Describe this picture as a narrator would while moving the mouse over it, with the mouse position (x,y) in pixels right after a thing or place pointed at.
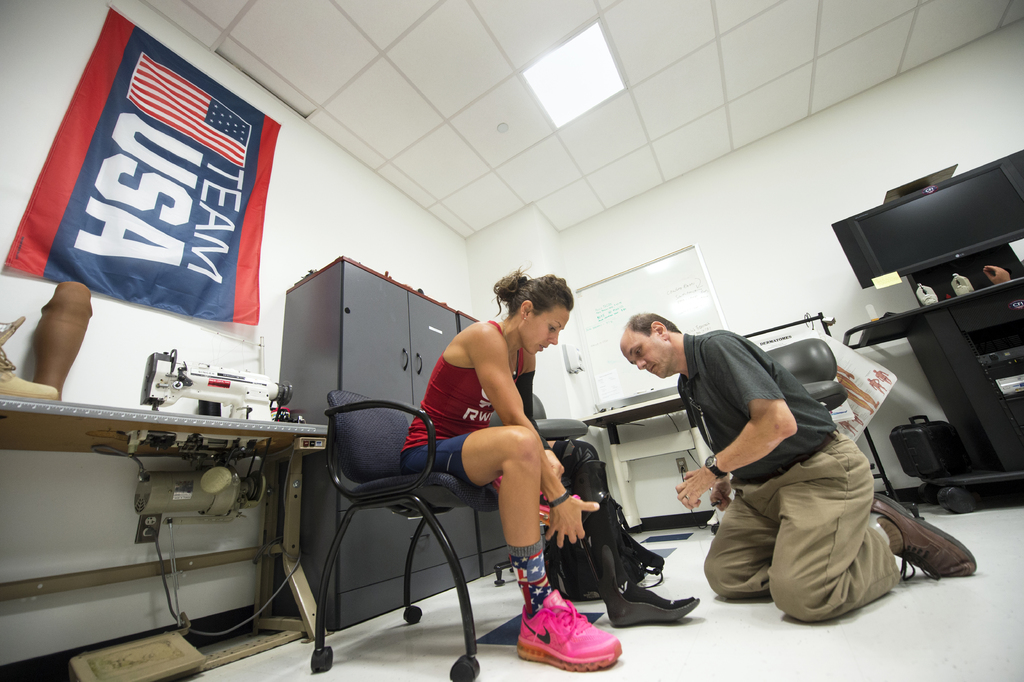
This picture might be taken inside the room (725,655). In this image, in the middle (552,452), we can see two people (457,351) man (781,409) and woman (540,448), and the woman (488,369) is sitting on the chair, we can also see a man (781,491) is in squat position. On the right side (997,422), we can see a table (1008,332), on that table (1015,324), we can see few toys (992,279) and a television (979,228). On the left side (76,452), we can also see another table (131,423), on that table (120,416), we can see some machines (265,391), we can also see a flag (250,241) which is attached to a wall (320,265). On the top (625,81), we can see a roof (591,187).
